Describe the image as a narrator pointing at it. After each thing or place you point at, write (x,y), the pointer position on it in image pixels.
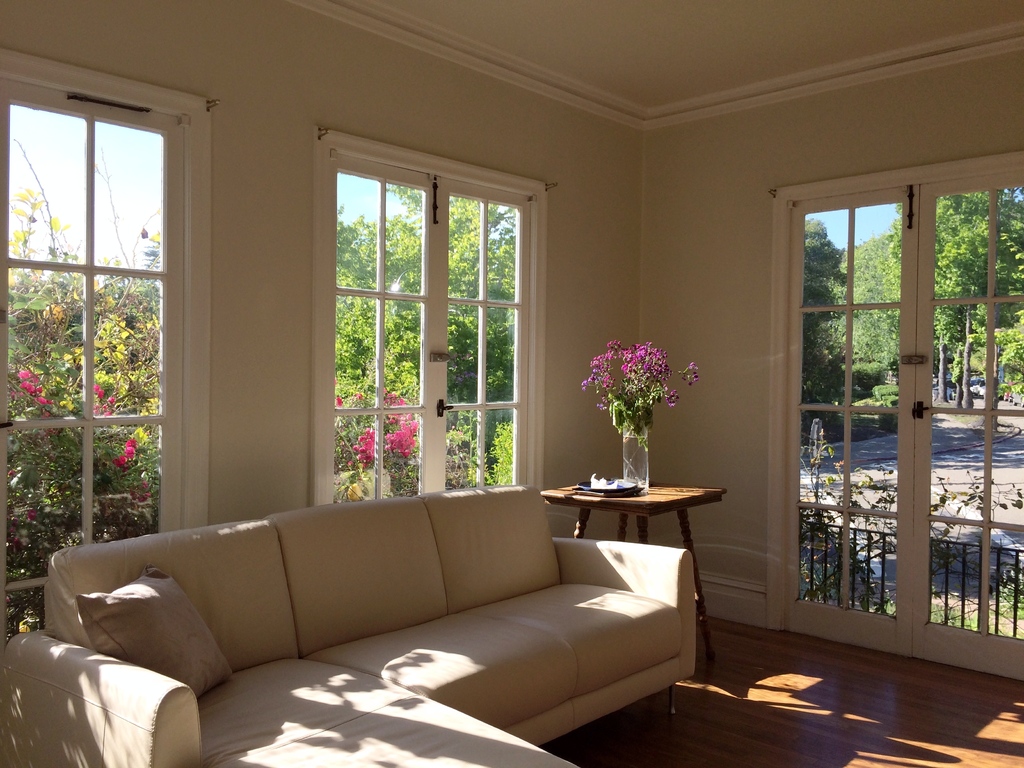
This picture describes about a room (553,615) which consists of a sofa set (374,674), sofa set (368,636) consists of a pillow (190,658) and there is a table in the room (624,568) and one flower pot (638,460) on the table (650,508) and we can also see windows (379,378), from Windows (455,403) we can see some trees (398,354) and some flower plants (416,447) in the background (395,435).
